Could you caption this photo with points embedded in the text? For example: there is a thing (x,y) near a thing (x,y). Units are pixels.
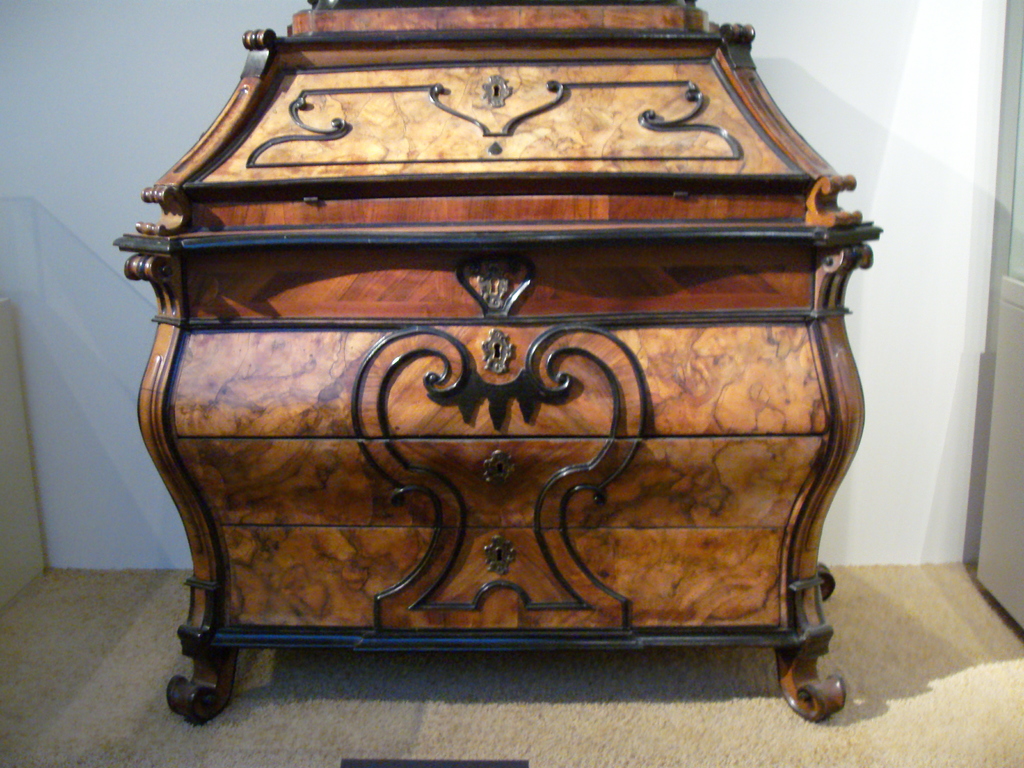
In this image, we can see a wooden box (133,274), in the background (232,77) there is a white color wall (788,47).
